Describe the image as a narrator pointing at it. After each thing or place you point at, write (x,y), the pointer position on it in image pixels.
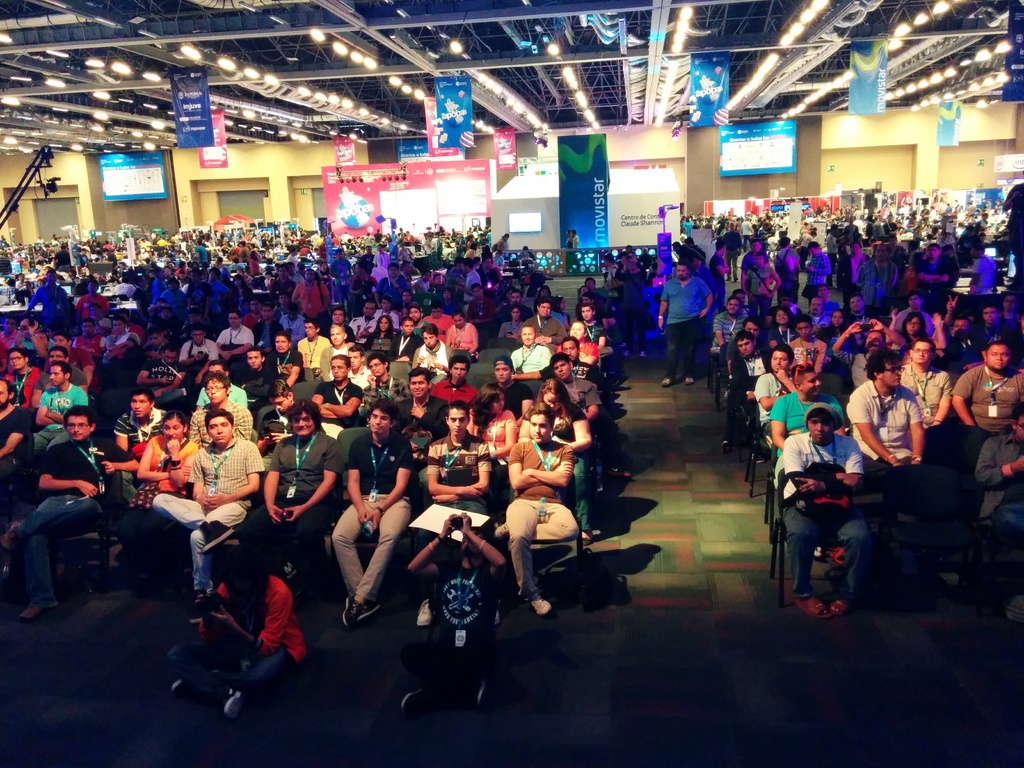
In this picture we can see some people (333,396) sitting on chairs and looking at something, in the background (762,144) we can see screens (386,200) and hoardings (601,157), on the left side (46,190) there is a camera (46,191), we can see lights (824,85) at the top of the picture (1001,41), this person (245,631) is holding a camera (203,595).
